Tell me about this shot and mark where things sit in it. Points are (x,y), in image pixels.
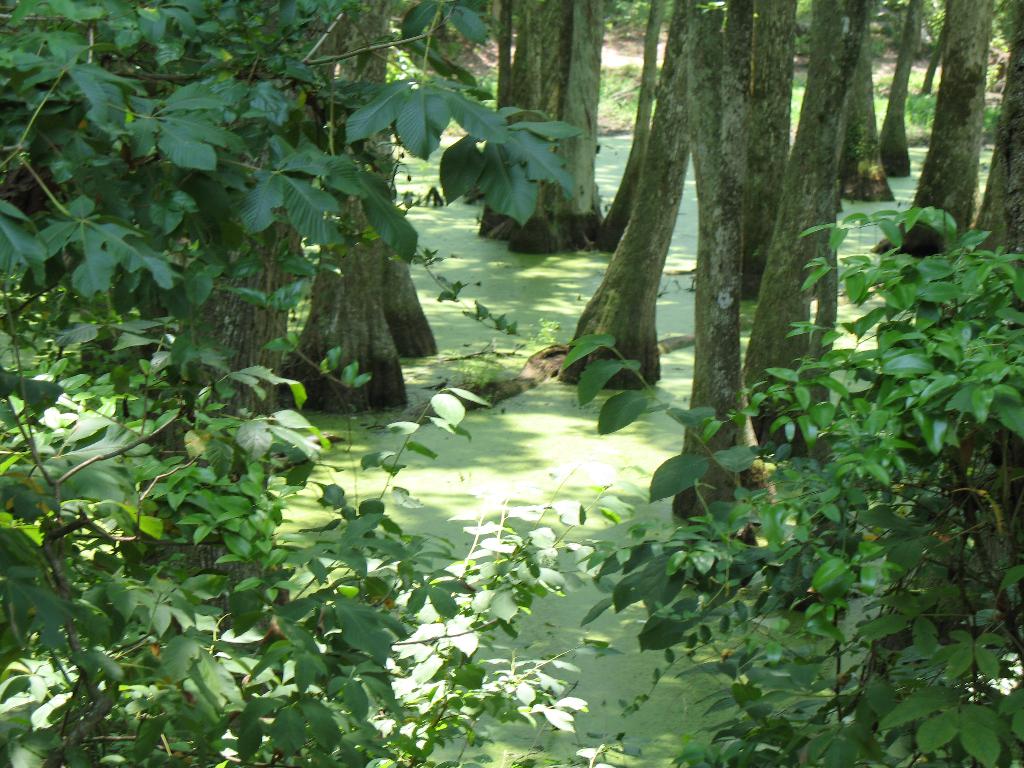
In this picture there are trees (551,16). At the bottom (458,533) it looks like water (669,368) and there is a tree branch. At the back (624,86) there is grass (797,101).
